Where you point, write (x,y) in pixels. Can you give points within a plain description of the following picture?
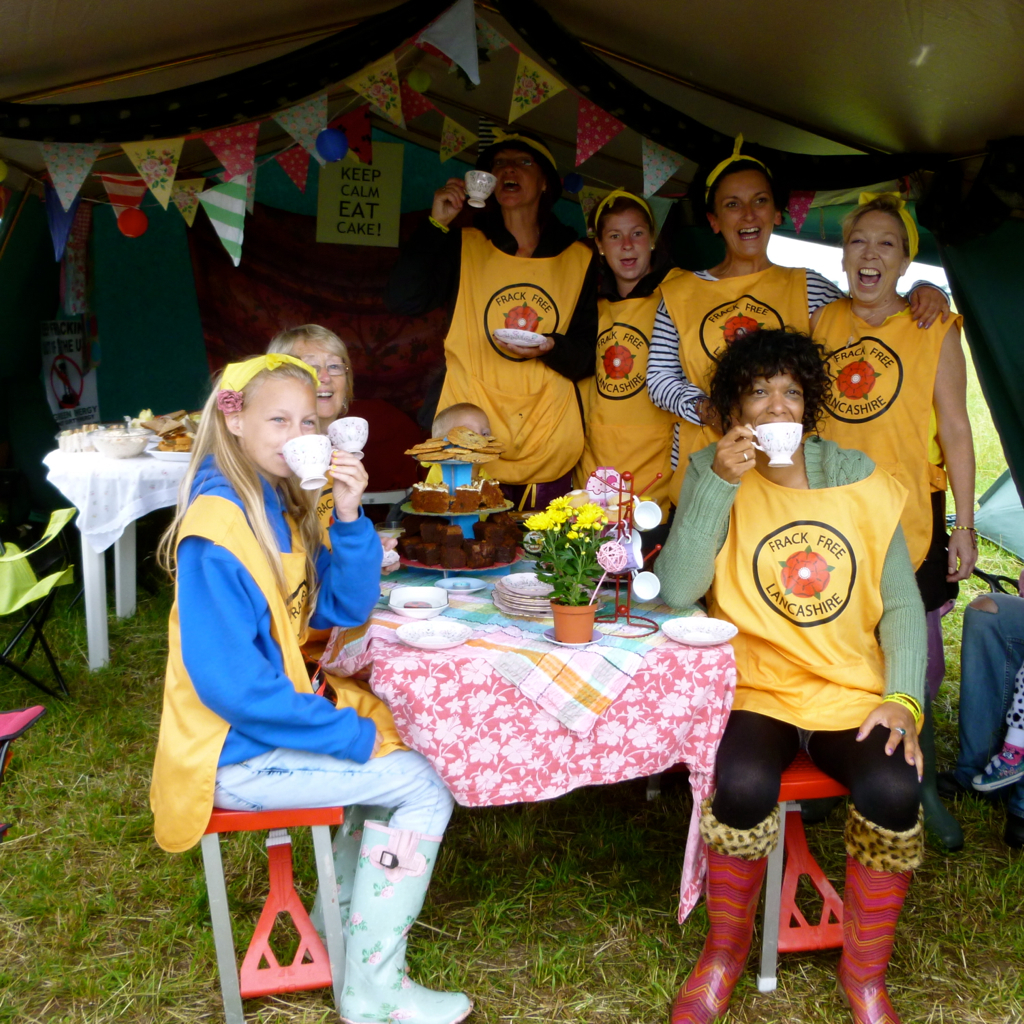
As we can see in the image there are few people (210,433) here and there and there is a table (497,686). On table (551,661) there is a flower flask (550,559), cake (465,546) and plates (526,592).
